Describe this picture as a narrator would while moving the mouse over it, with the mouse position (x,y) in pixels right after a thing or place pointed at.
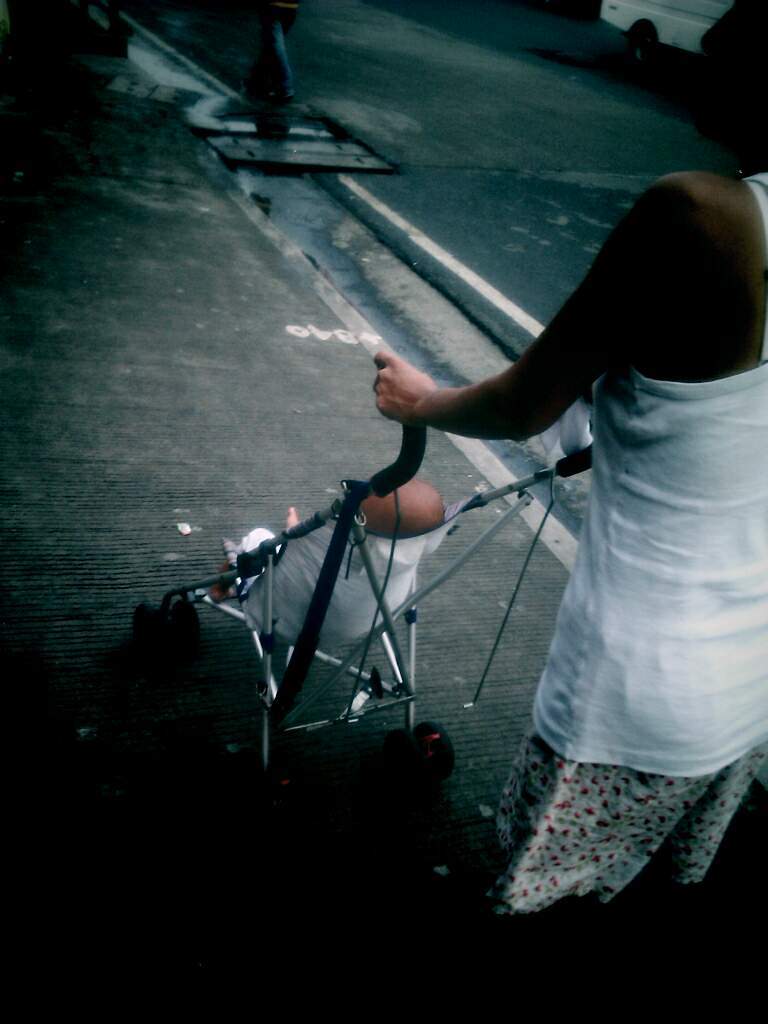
In the image in the center (484,410) we can see one person (734,298) standing and holding baby wheelchair (299,667). In wheelchair (303,608), we can see one baby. In the background (475,165) there is a vehicle (672,31), road (432,163) and few other objects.
